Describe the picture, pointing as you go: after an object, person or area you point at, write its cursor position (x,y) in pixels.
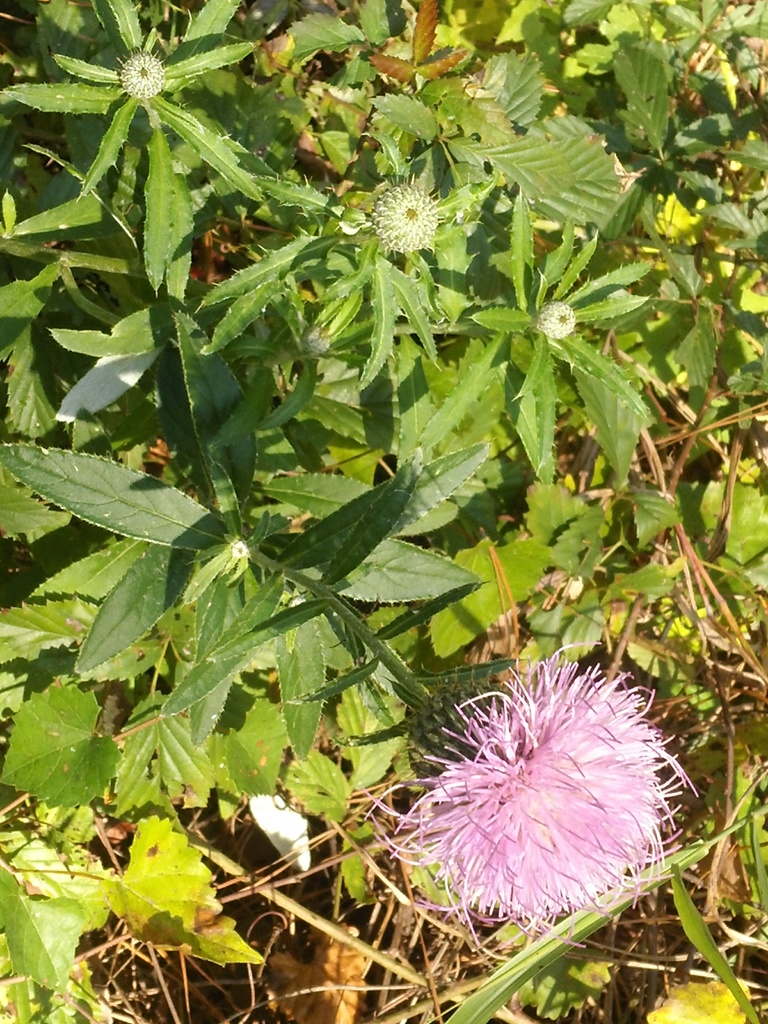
In the image we can see the flower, pink in color and the bud flowers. Here we can see the leaves (347,317).
